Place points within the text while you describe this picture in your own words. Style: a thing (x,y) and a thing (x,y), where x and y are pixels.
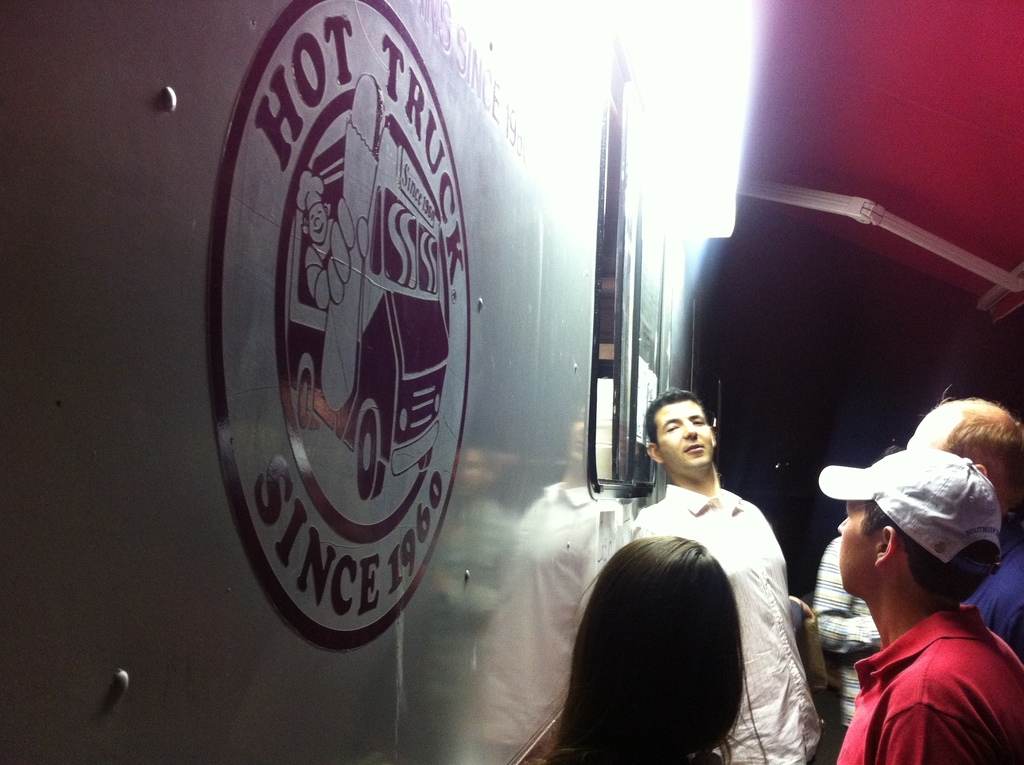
This image is taken outdoors. On the left side of the image (311,497) there is a food truck (453,640) and there is a label (336,285) with an image (323,223) and a text (342,72) on the food truck (275,376). On the right side of the image (738,508) a few people (968,482) are standing on the ground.
